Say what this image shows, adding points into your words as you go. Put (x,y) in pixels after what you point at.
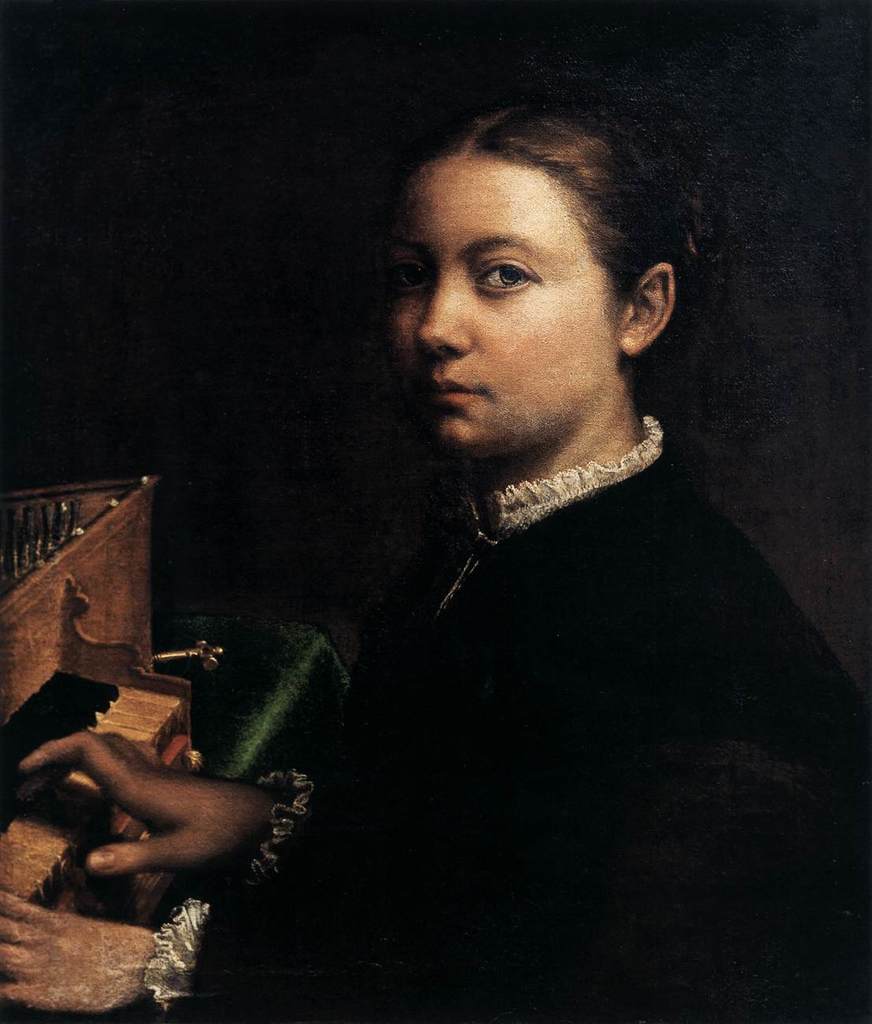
In this picture we can see the photo of a woman (521,748) playing the piano (98,802) and behind the woman (111,770) there is a dark background (82,223).
